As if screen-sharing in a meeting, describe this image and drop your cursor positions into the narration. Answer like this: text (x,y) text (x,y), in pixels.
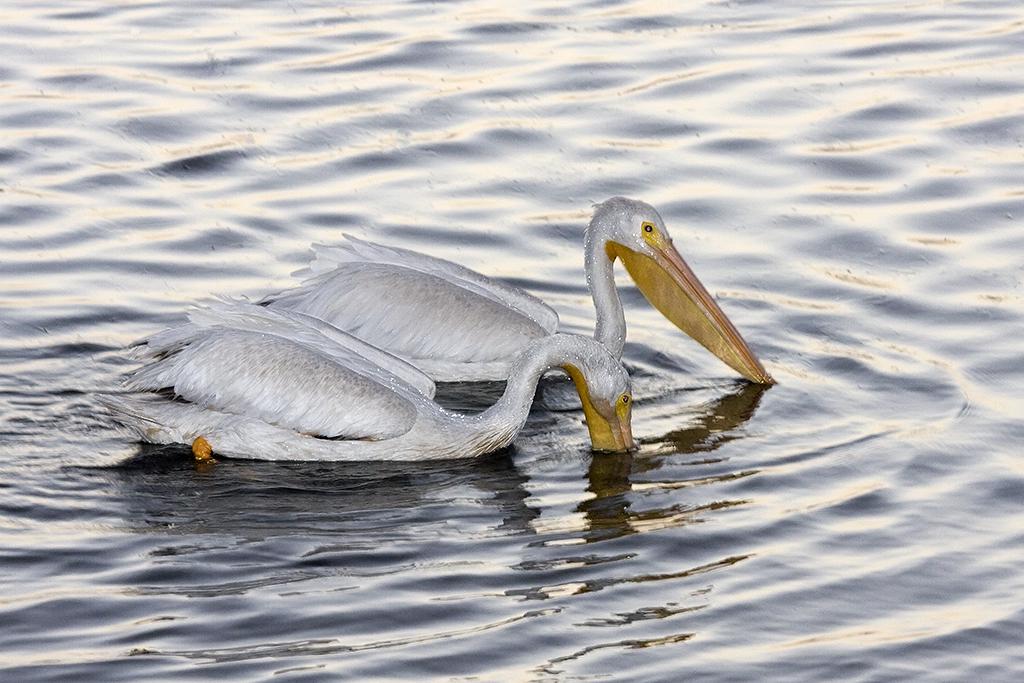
In the center of the image (473,325) there are two birds (146,348). At the bottom of the image (408,508) there is water (458,572).
